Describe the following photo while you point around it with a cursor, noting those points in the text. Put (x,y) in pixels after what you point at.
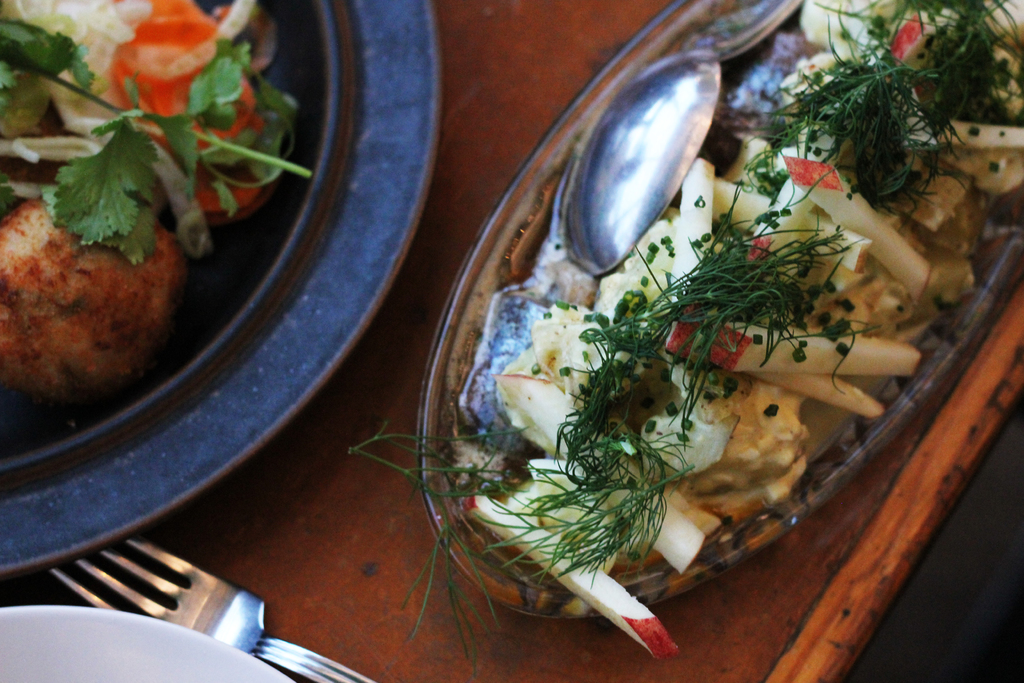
In this picture, we can see a wooden table (605,640) and on the table (517,641) there are plates (246,423), bowl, fork (228,605) and in the bowl (420,430) there are some food items (689,335) and a spoon (659,198). On the plate (254,252) there is a vegetable green (108,147) and other food items (85,321).
